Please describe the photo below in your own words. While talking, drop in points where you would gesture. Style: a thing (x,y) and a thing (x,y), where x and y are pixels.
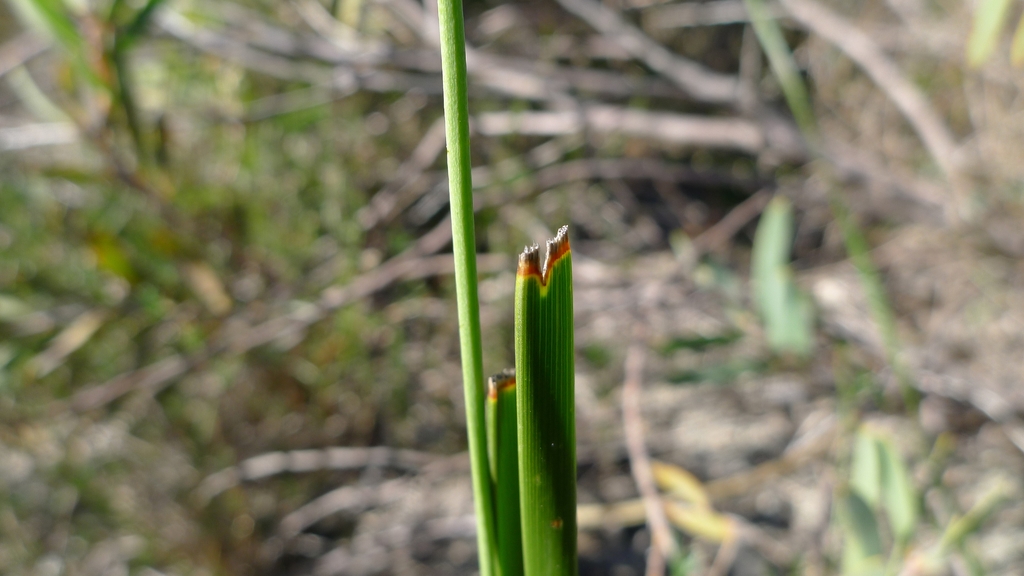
In the image there is a grass (521,514) and the background of the grass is brown and green.
